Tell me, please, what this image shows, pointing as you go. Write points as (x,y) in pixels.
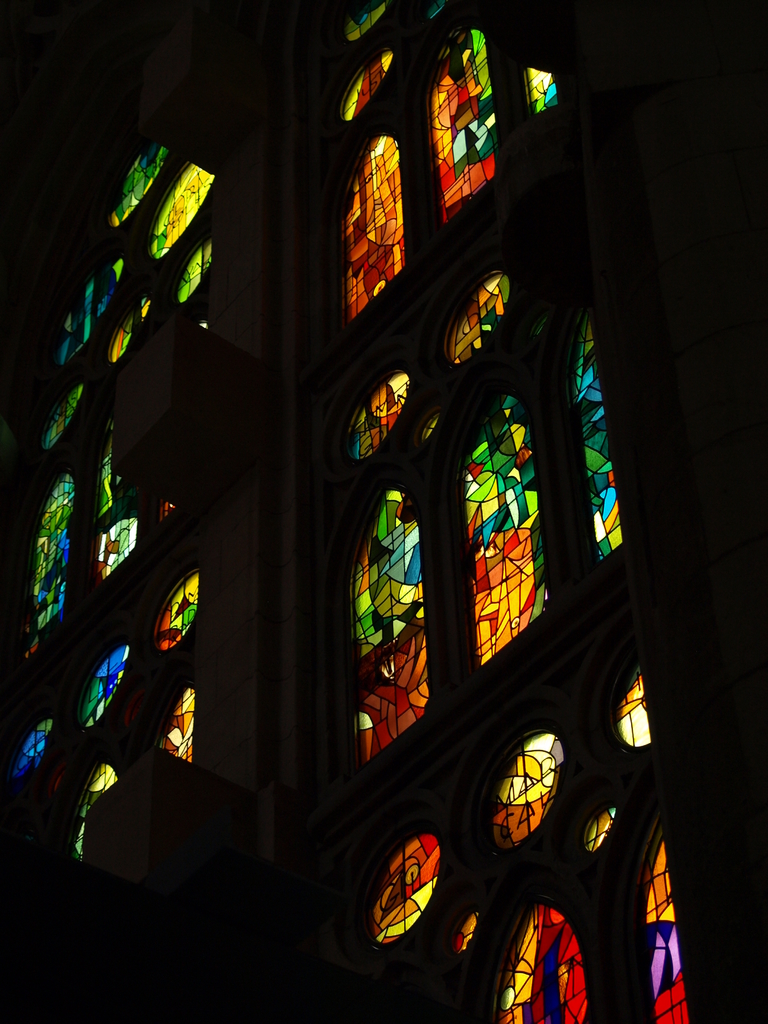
In this image, we can see building (544,223) and a window (491,406) with few lights (488,472). At the top (312,20), we can see black color, at the bottom (76,964), we can also see black color.
